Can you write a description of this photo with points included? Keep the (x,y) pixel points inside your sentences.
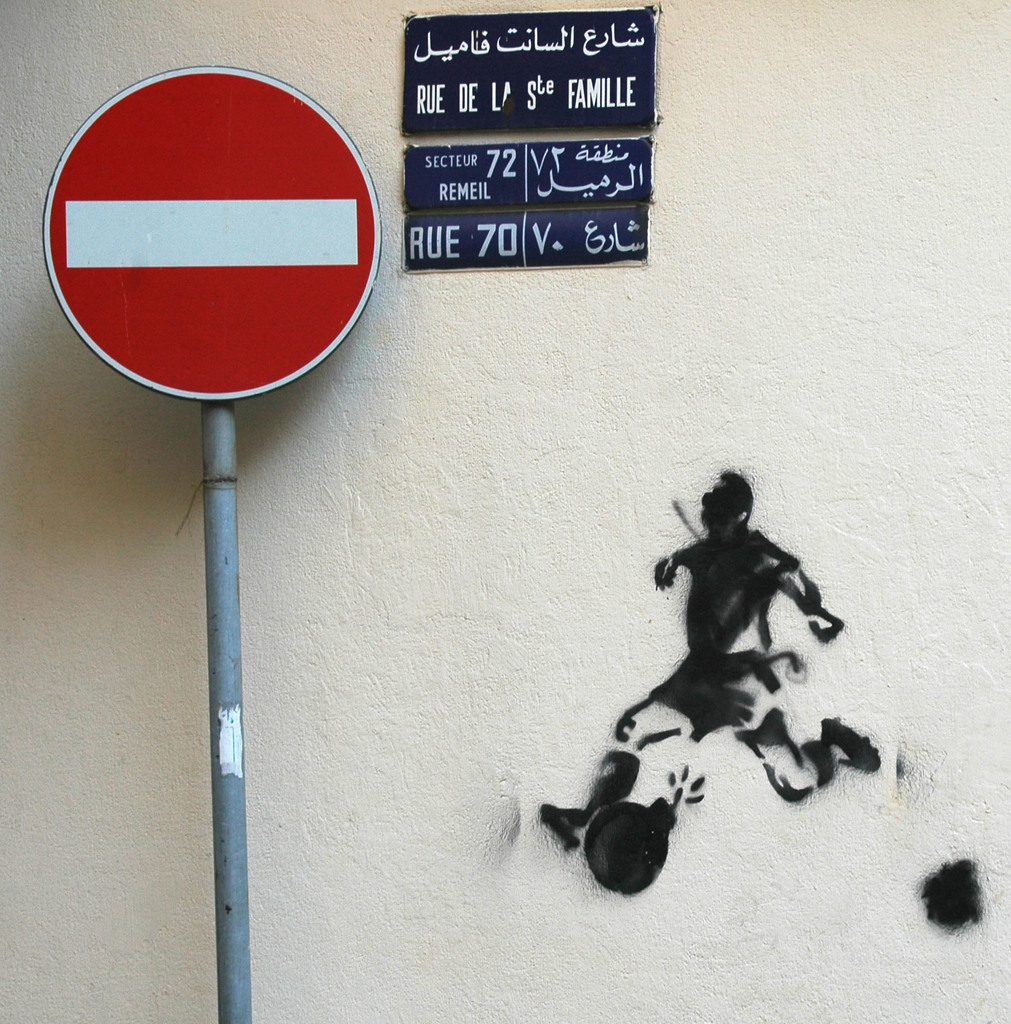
In this image I can see sign board (194,316) to the pole (206,497). In the background (204,551) I can see the boards (456,190) and the drawing (706,636) of the person (704,685) on the wall (514,544).
